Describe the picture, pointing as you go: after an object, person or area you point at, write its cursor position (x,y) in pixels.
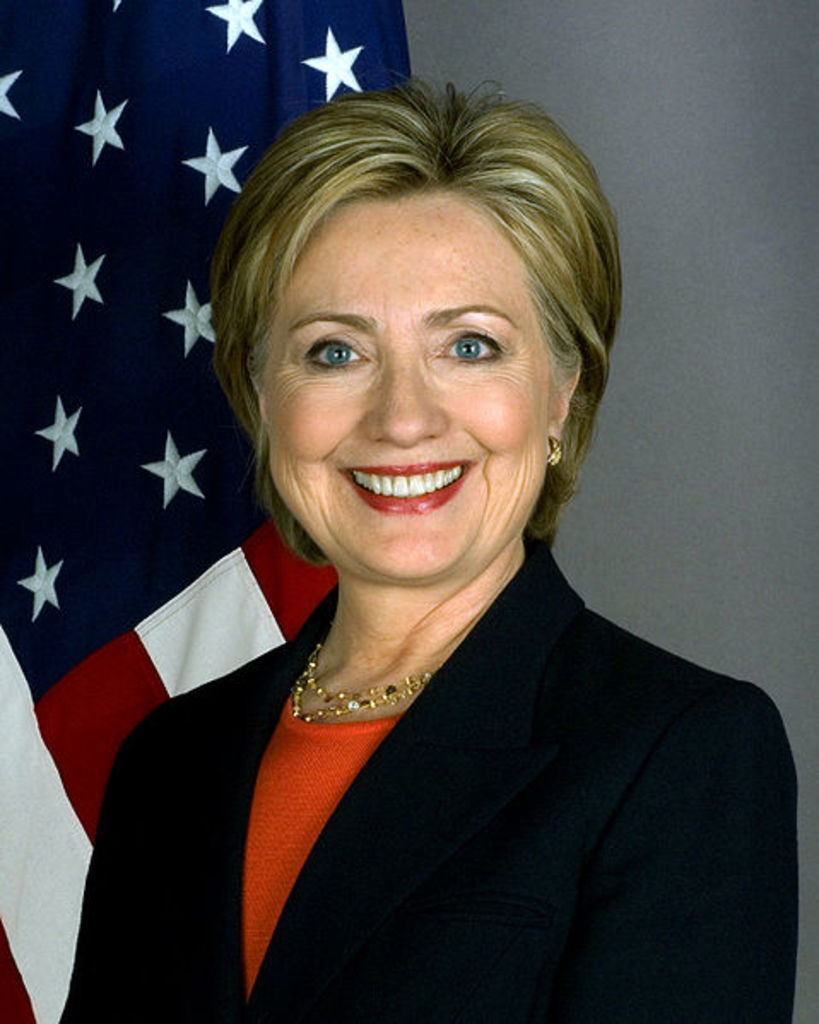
In this image we can see a woman (488,681) smiling. In the background (61,437) we can see the flag (210,372) and also the wall (665,327).
